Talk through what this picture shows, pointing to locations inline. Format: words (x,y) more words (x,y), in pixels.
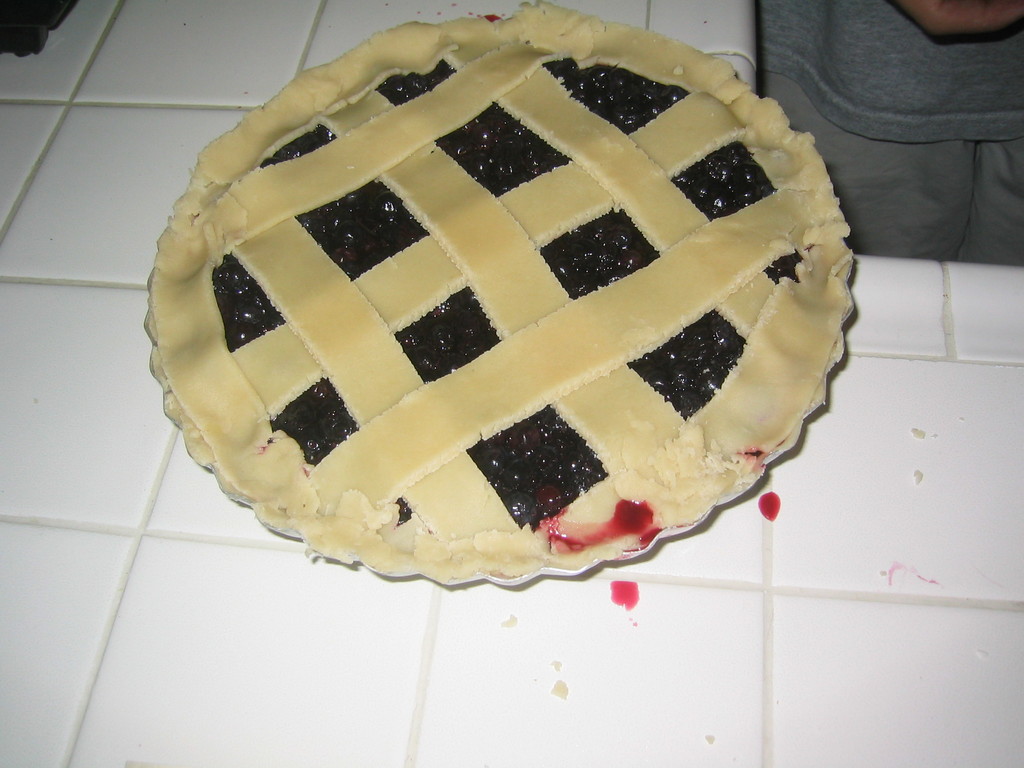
In this image we can see some food item (539,520) is placed on the white color surface (958,607).
